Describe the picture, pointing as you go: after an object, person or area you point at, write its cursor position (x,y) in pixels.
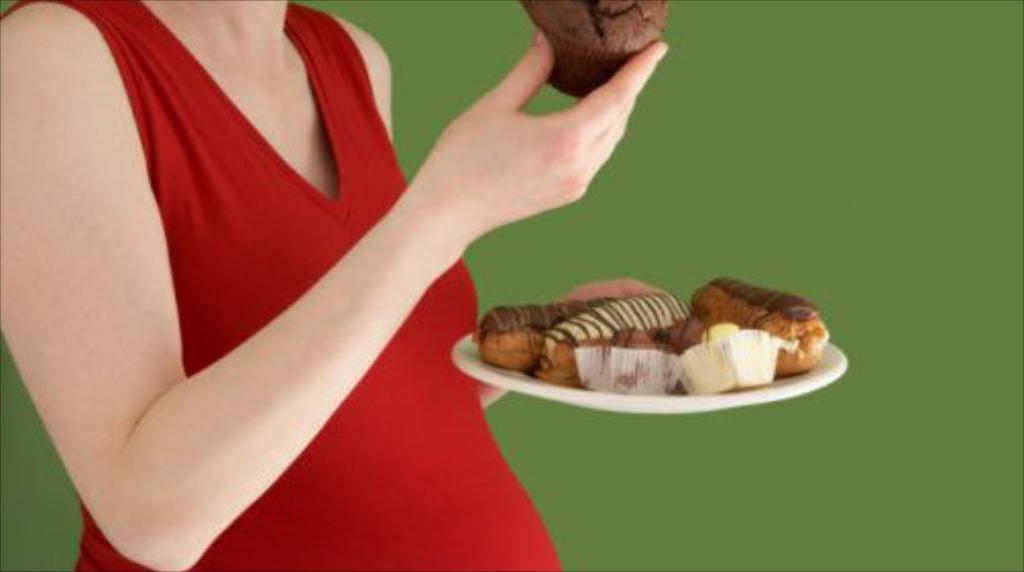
There is a lady (159,141) wearing a red dress (250,284). She is holding a plate (583,394) with cupcakes (616,374) and some other cakes (620,312). In the background (761,223) there is a green wall (765,425).
